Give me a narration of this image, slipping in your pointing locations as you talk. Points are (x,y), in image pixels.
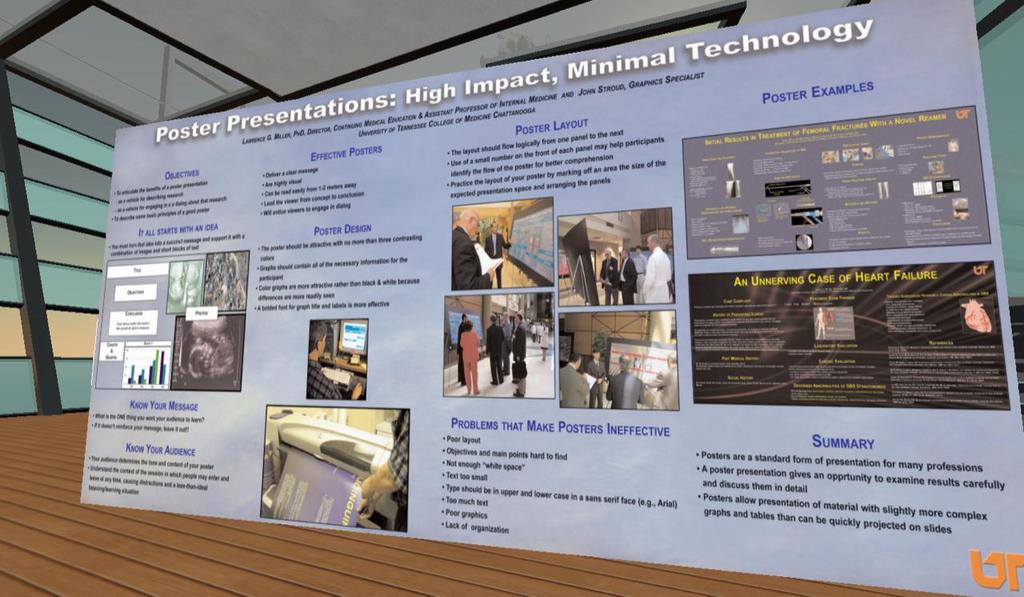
In this picture there is a poster (914,569) in the center of the image (370,383), on which it is written as ''poster presentation, high impact; minimal technology.''
